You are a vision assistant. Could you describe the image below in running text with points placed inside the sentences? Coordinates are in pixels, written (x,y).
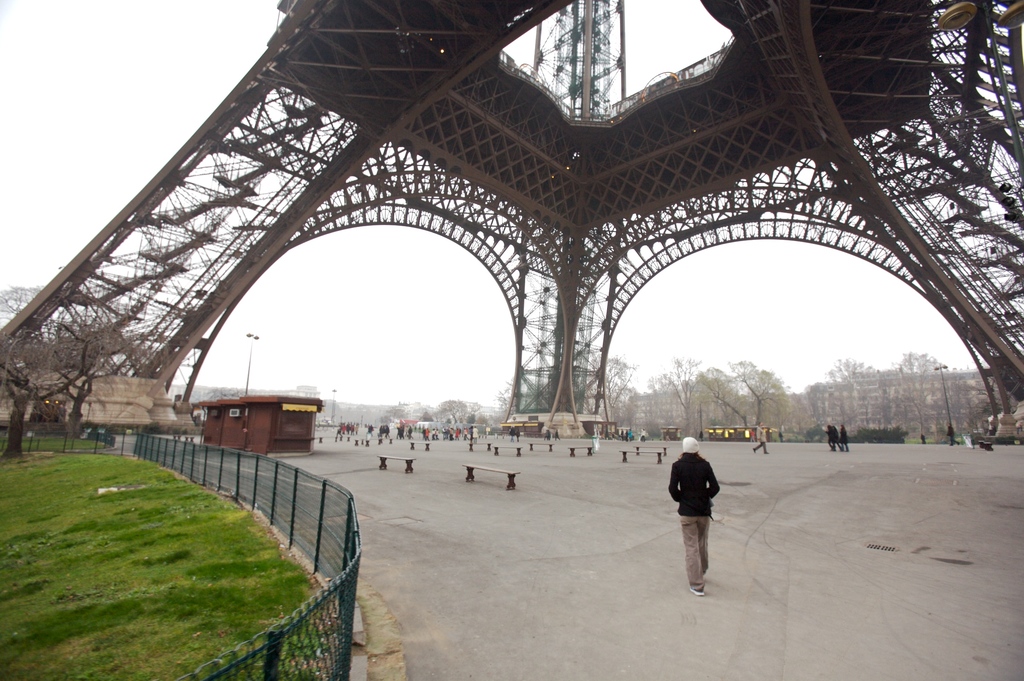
In this image we can see there is a tower (569,404) on the ground (361,435). And there are benches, trees (808,395), buildings (828,392), light pole (246,370), room (272,399), fence (245,488), grass (64,549) and the sky (394,333). And there are people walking on the ground (562,468).
